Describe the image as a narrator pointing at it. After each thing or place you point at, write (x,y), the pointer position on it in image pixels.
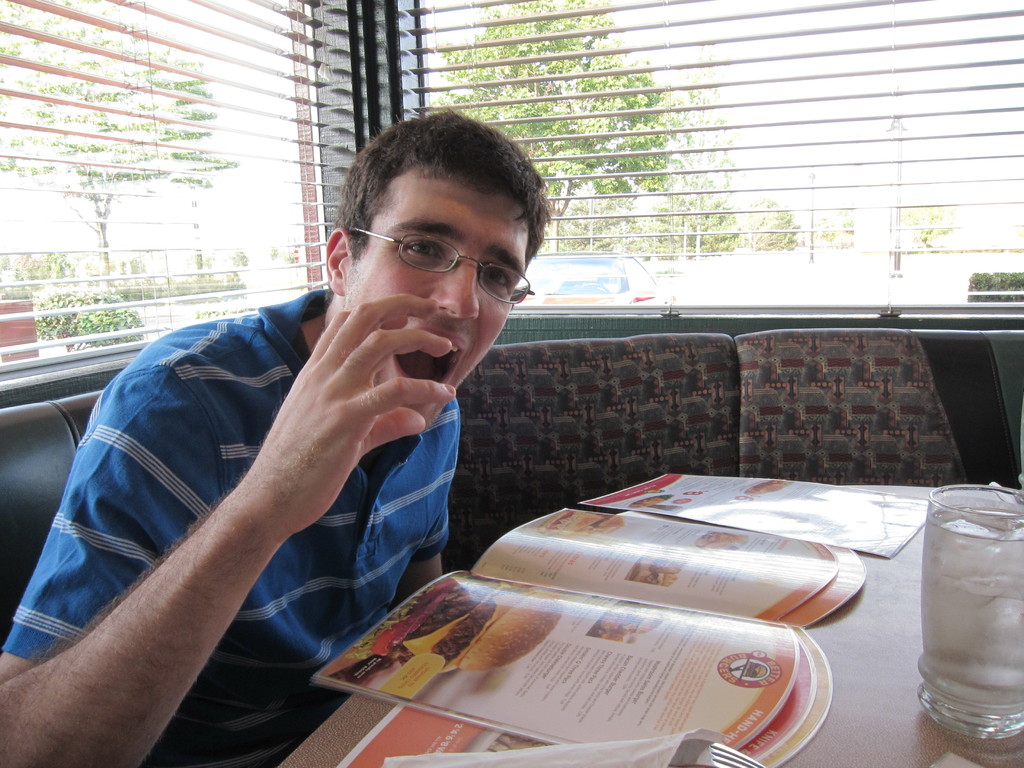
In this image we can see a person (436,424) sitting on the couch (473,478) in front of the table (883,606), on the table (860,598) there are papers (789,521), glass (969,652), book (690,608) and few objects (730,755). In the background (734,309), we can see the windows (745,197), through the windows (719,285) we can see a vehicle (633,272), trees (191,159) and sky (836,83).
